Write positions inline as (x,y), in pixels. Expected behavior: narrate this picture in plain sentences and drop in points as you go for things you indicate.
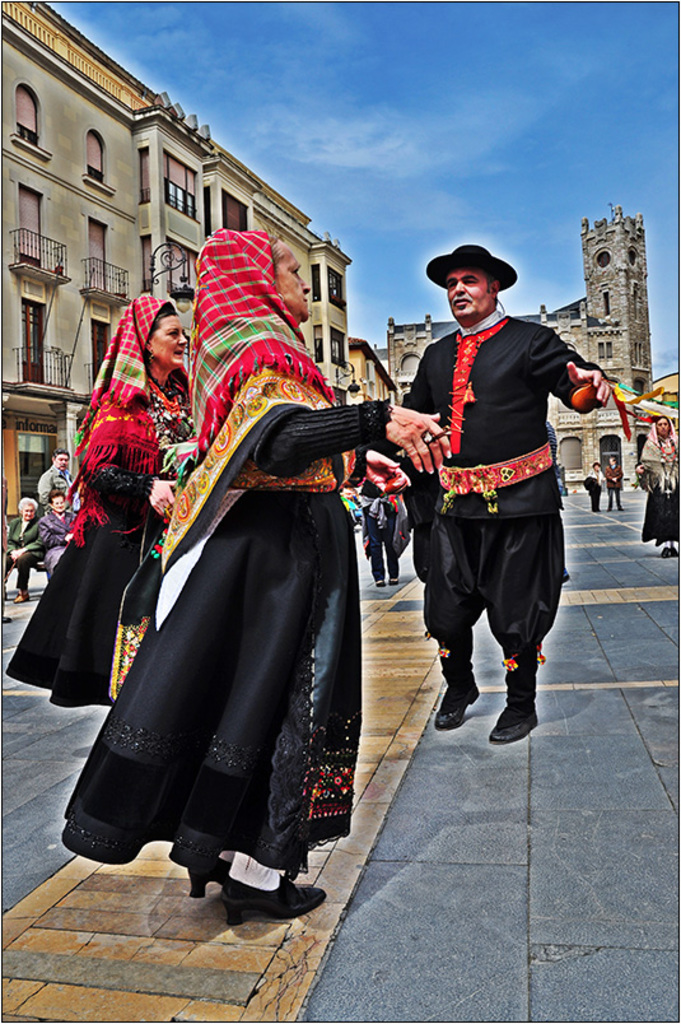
In this image we can see a few people (408,465), there are buildings (312,326), windows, railings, also we can see the sky (506,125).
